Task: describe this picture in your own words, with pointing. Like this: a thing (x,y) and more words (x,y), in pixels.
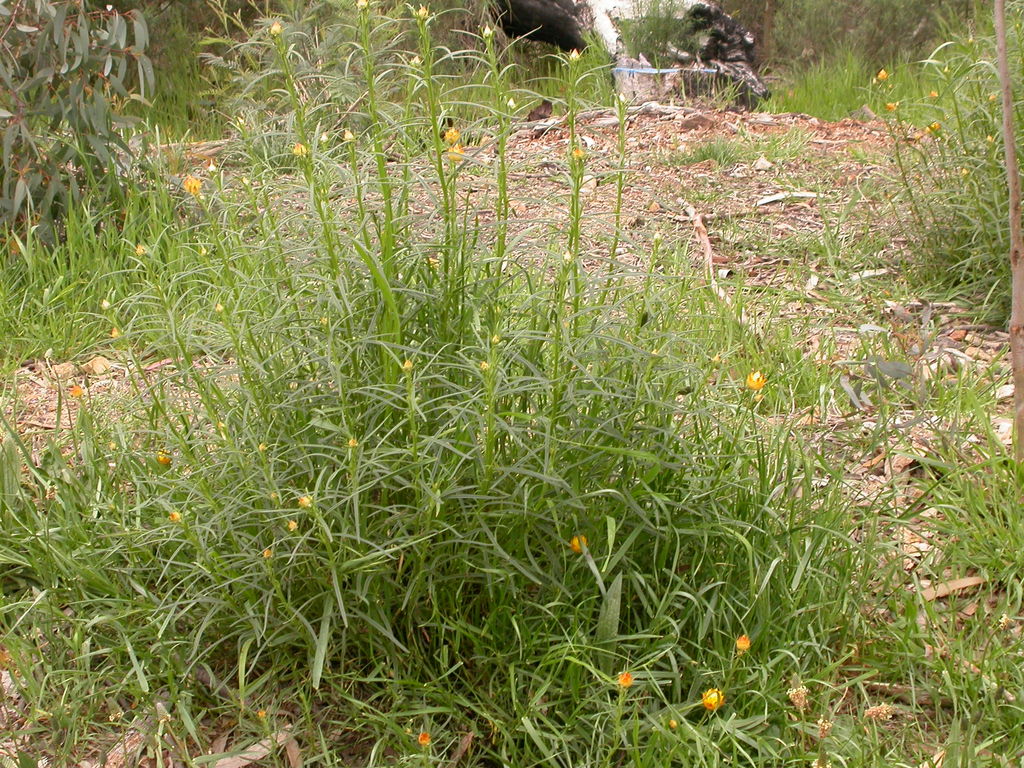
In the image there is grass (18,266) on the land (744,188) and behind there are trees (792,37).
